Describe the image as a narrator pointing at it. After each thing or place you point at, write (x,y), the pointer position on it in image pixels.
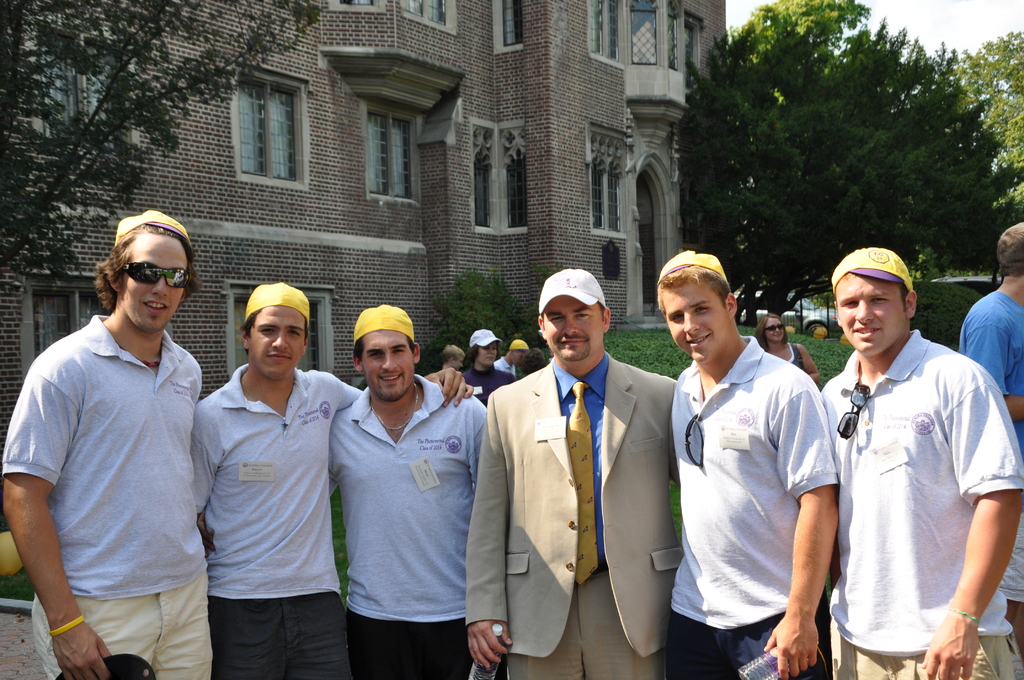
In this image there are group of persons (328,464) standing and smiling. In the background (509,274) there is a building (478,107), there are trees (711,217), persons (1011,324) and there is a car (800,311) and there are plants (649,351).
